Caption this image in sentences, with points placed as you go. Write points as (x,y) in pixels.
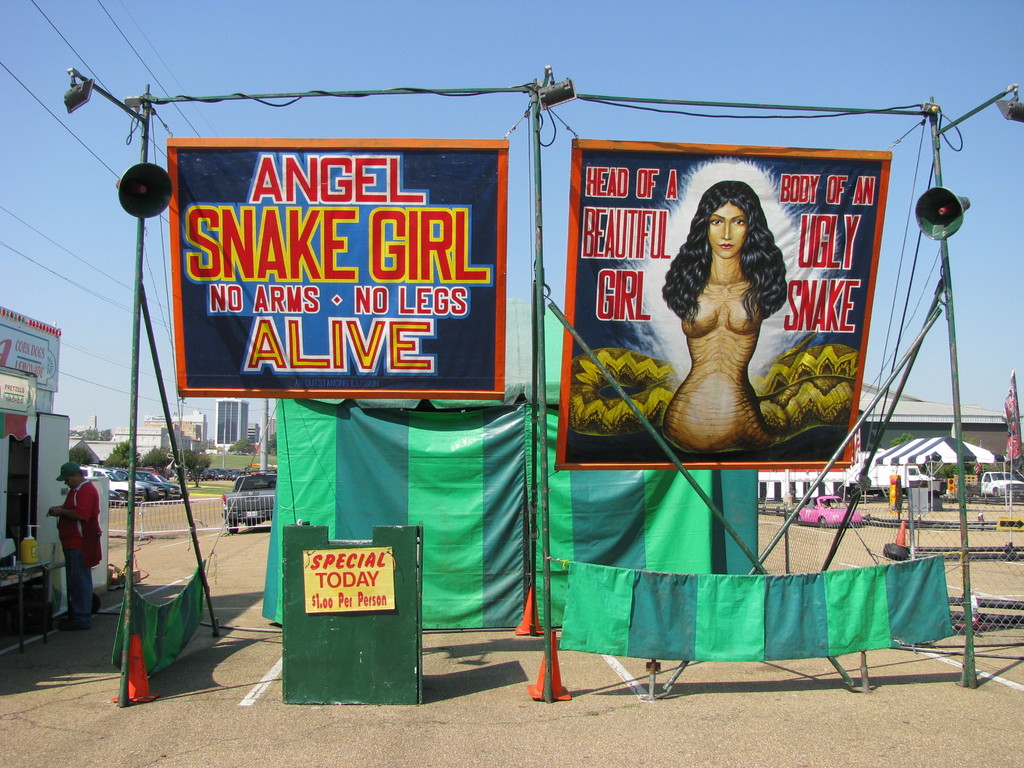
In this picture I see 2 banners (575,166) on which there is something written and I see a depiction of a woman (746,310) on the right banner (655,322) and I see the clothes (517,431) and on the ground (100,641) I see few traffic cones (136,656) and on the left side of this image (88,538) I see a man (81,495) who is standing. In the background (90,461) I see the cars (165,493), trees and number of buildings (244,435) and I see the sky (1004,53) and on the top left of this image (125,37) I see the wires (92,74).
